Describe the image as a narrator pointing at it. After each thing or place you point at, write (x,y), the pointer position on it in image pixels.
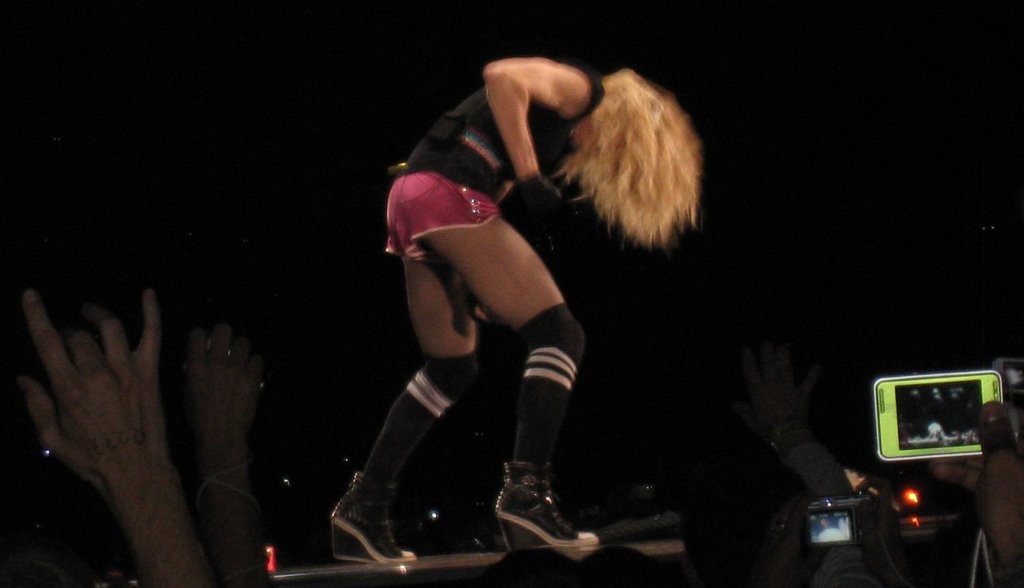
In this image, we can see people hands (116,409). There is a person (628,142) in the middle of the image (559,390) wearing clothes (575,348). There is a camera (819,531) and mobile (940,404) in the bottom right of the image (860,507).
